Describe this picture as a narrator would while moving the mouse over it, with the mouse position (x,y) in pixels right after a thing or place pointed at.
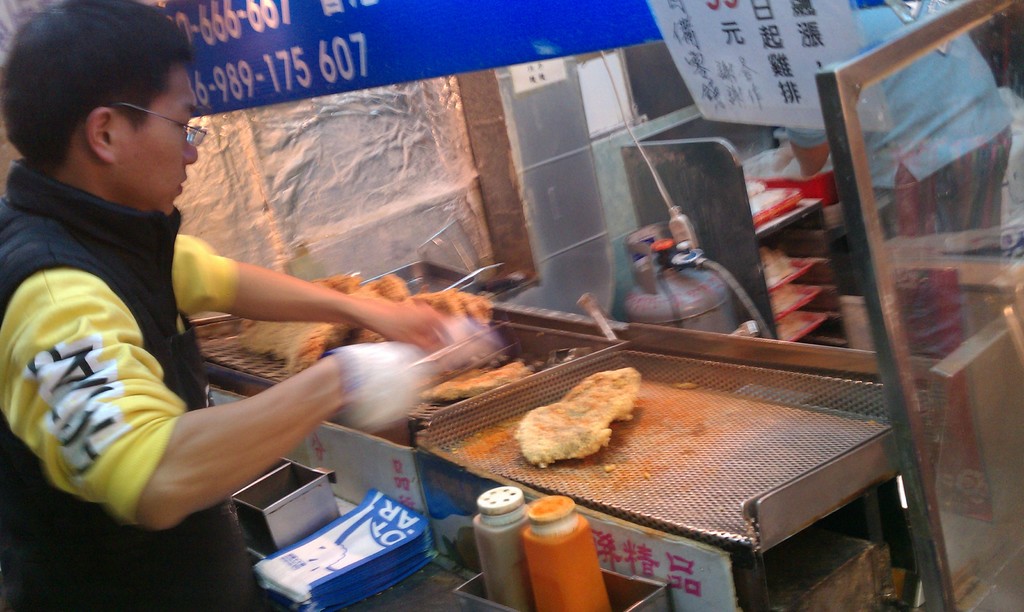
In this it seems like it is a food stall (371,460) in which there is a man (36,335) standing and cutting the food (489,377) in to pieces (467,389). In front of him there are two powder bottles (511,546) and there are paper packets (367,550) beside it. In the background (687,306) there is a cylinder (695,293) on the right side (703,268). At the top (407,57) there is a banner (377,49). On the right side (961,131) there is a glass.
